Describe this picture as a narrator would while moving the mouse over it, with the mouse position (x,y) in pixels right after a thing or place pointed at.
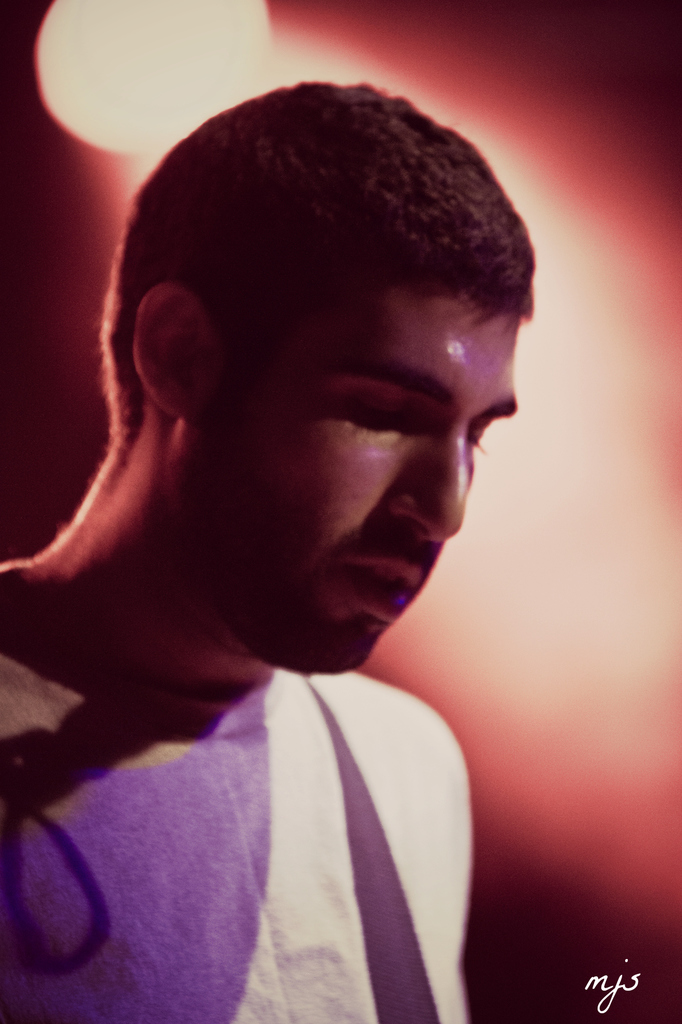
In this image I can see a person (181,875) wearing violet and white and brown t shirt (189,877) and in the background (599,698) I can see the orange colored light (634,679).
